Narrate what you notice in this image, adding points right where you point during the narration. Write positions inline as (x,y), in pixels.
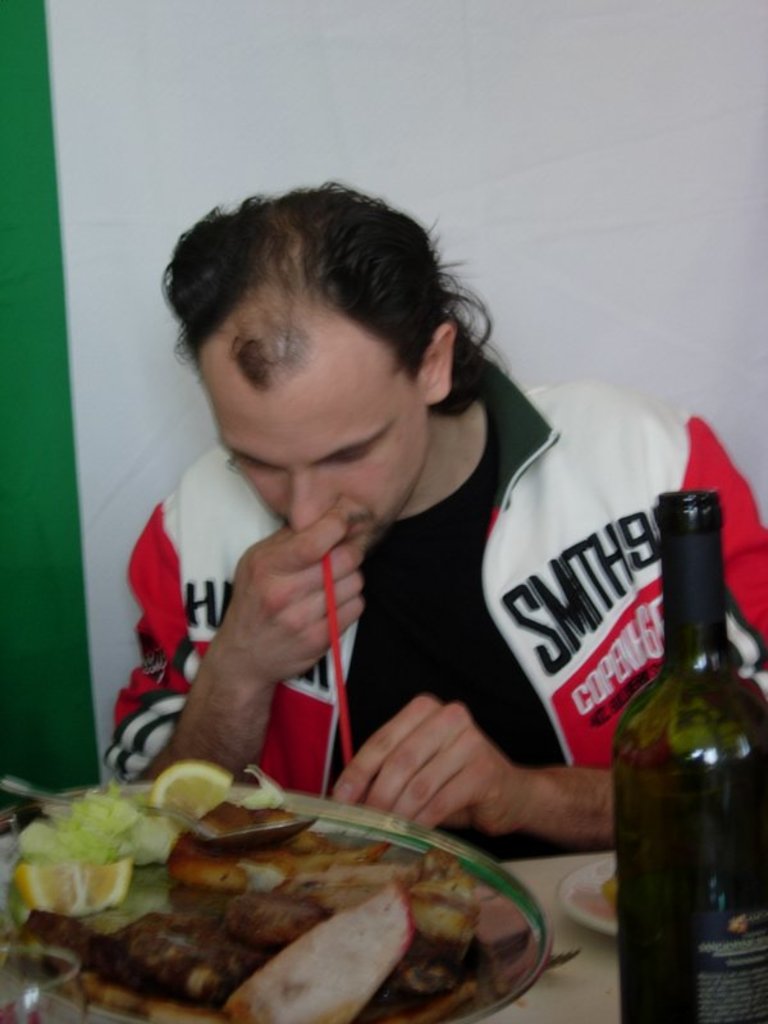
The person (496,636) is sitting in front of a table (583,860) which consists of some eatables (359,926) on it.
